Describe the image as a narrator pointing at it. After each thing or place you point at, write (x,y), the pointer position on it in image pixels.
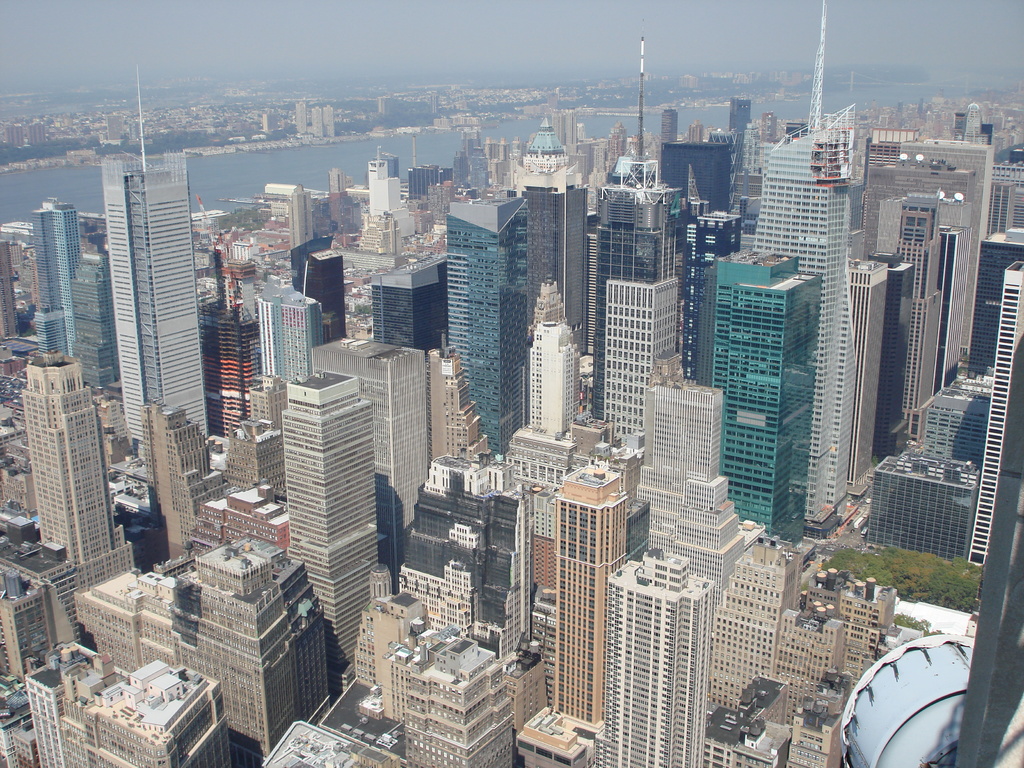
In this image we can see a few buildings (596,588), there are some trees (166,141), water (359,154), poles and in the background (216,46), we can see the sky (222,46).
